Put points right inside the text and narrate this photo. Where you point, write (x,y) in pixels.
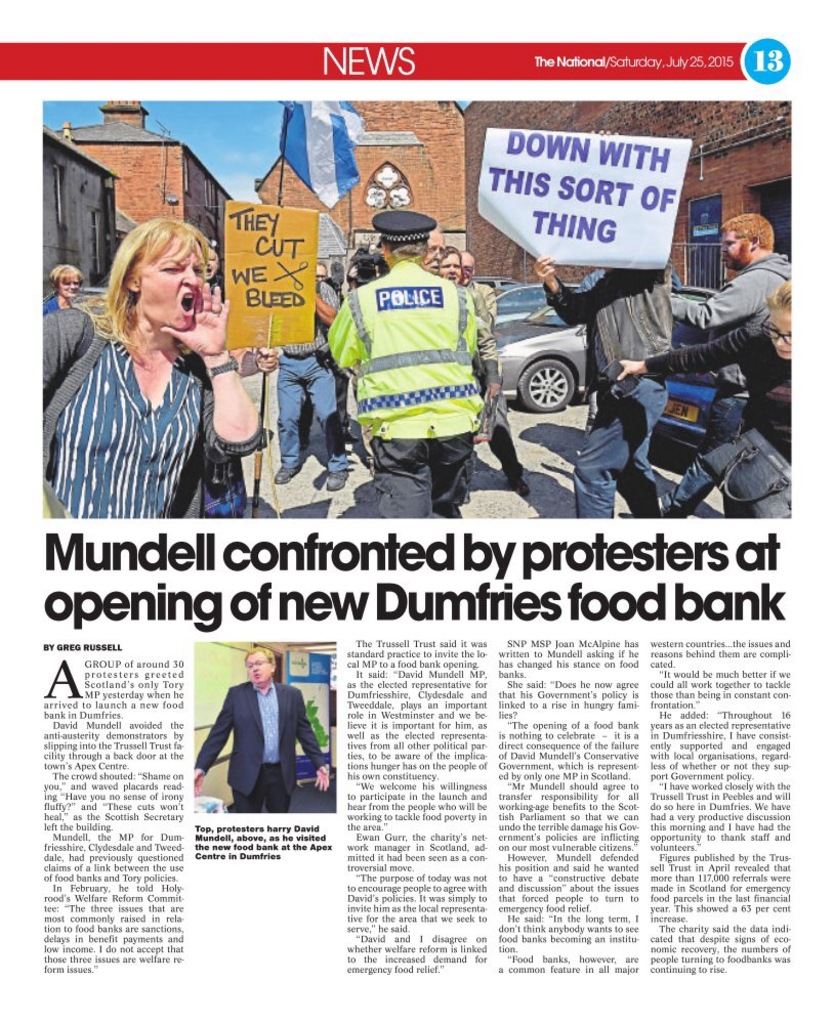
In this image it seems like it is a news article (488,598). In the article (407,382) it looks like there is a protest going on, on the road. There are few people (264,349) who are holding the placards (292,303) while the other people (165,299) are shouting. In the background (157,164) there are buildings (471,162) and cars (532,341). There is a man (342,303) in the middle (330,374) who is holding the flag (338,172).
